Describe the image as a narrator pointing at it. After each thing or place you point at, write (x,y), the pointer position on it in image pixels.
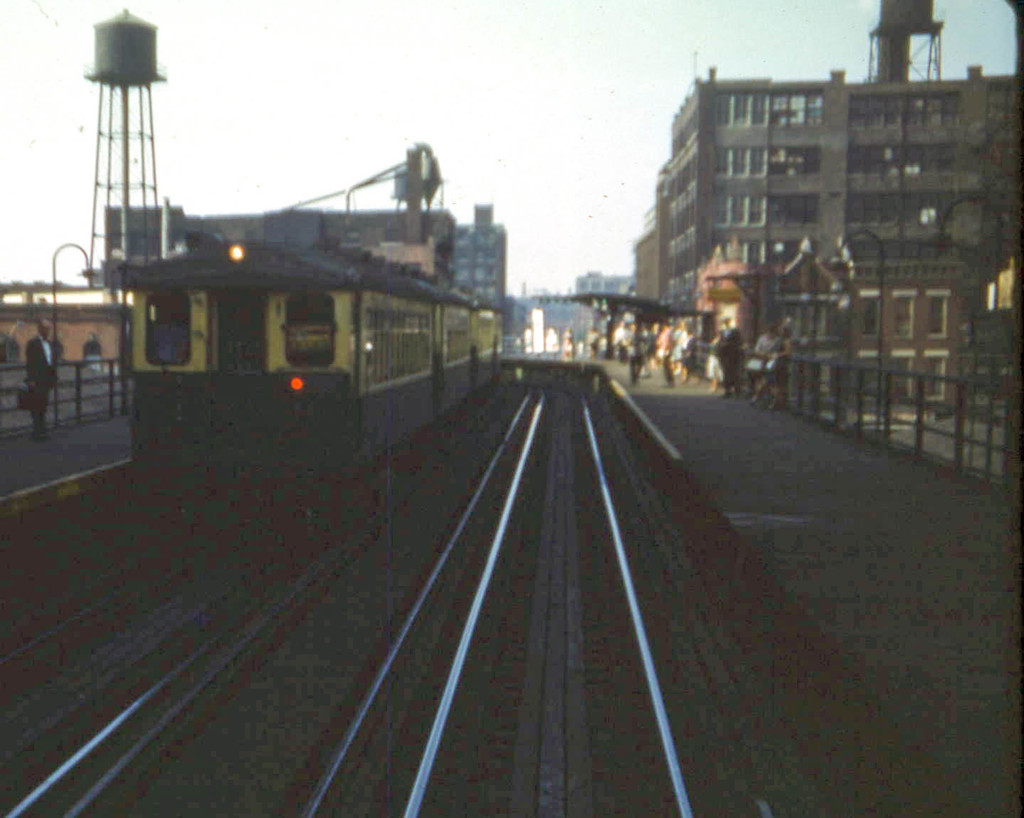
In this image we can see a train (233,332) on the track (270,555) and there are people (693,331) standing in the platform (734,438). In the background (812,290) there are buildings (854,226) and poles (879,290). There is a tower (116,184). At the top (528,102) there is sky (531,94).
